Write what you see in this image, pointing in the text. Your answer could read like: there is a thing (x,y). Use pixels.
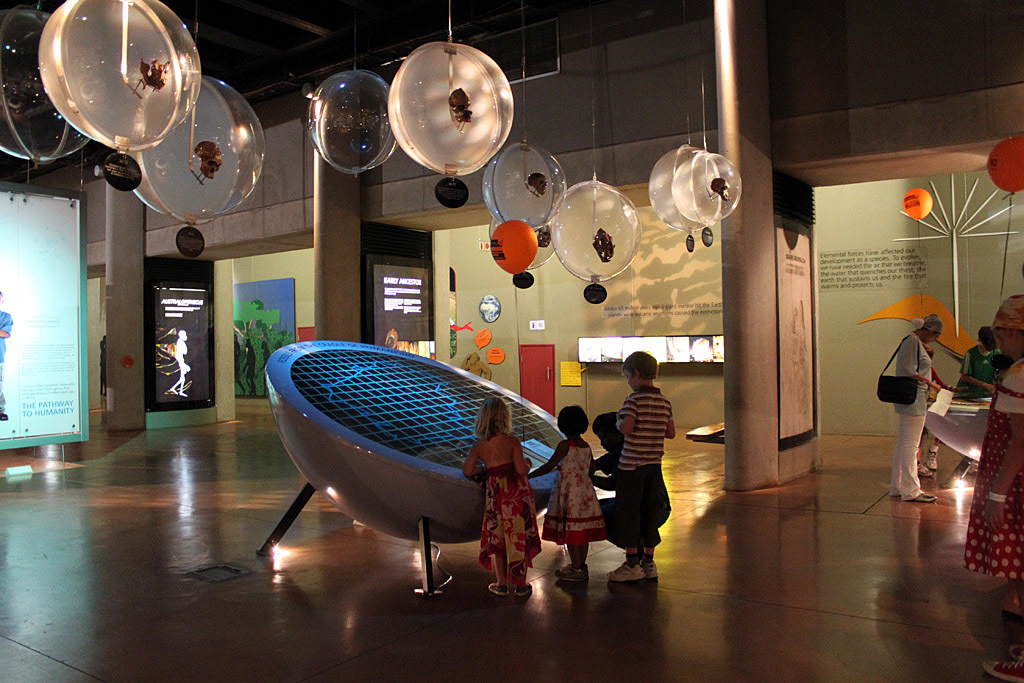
In this picture there are few kids (564,514) standing and there is an object (386,419) in front of them and there are few other people (903,368) standing in the right corner (943,437) and there are some other objects (425,282) in the background (357,313).
